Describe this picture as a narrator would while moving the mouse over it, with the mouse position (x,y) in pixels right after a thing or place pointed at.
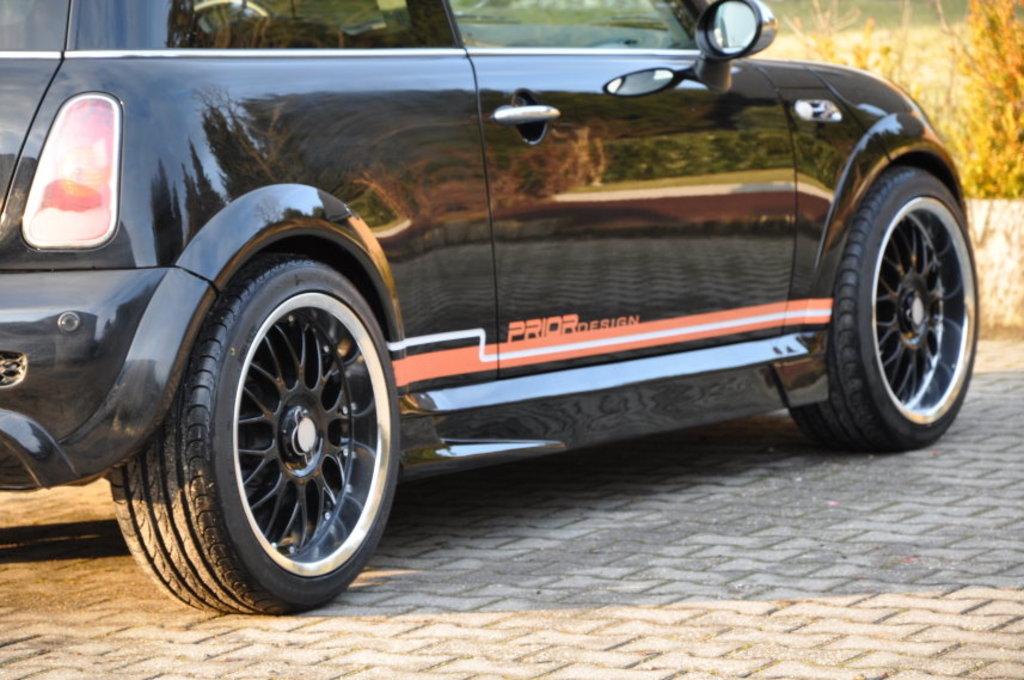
In this image I can see a vehicle (790,370) in black color. Background (1002,187) I can see plants (949,94) in green color.
